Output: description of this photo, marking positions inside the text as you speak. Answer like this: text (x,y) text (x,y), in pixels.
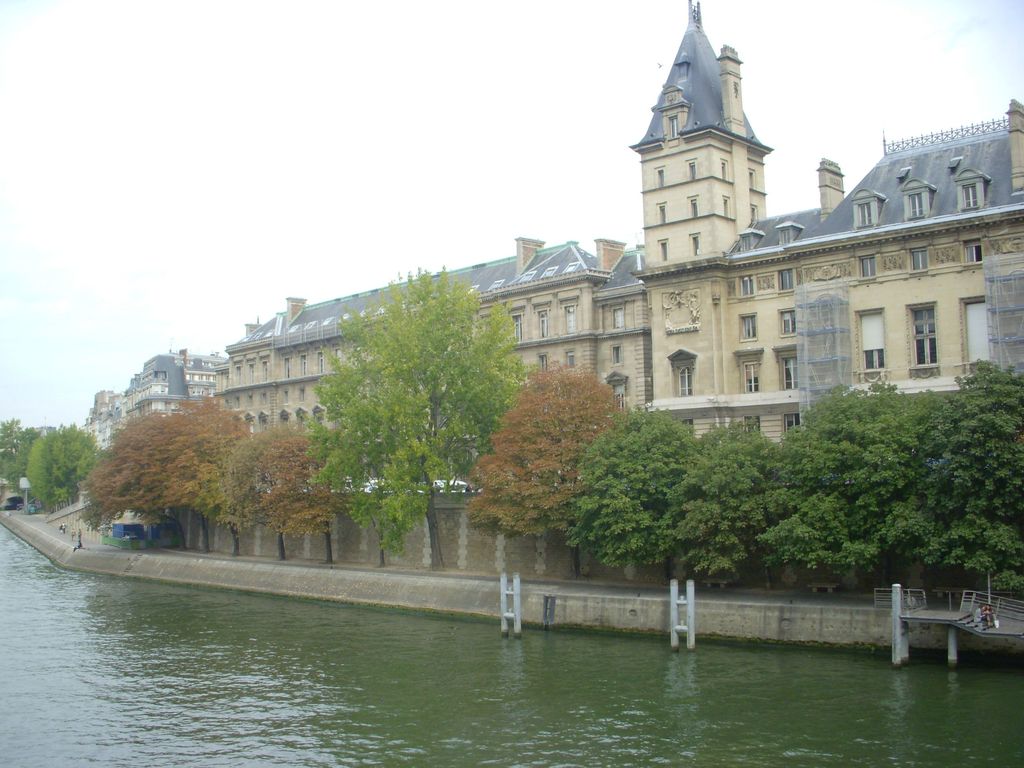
In this picture we can see the sky (548,241), buildings (906,242), windows (753,389), wall (758,289), trees (727,433), water (505,720), railings (920,589) and few objects (693,612).
